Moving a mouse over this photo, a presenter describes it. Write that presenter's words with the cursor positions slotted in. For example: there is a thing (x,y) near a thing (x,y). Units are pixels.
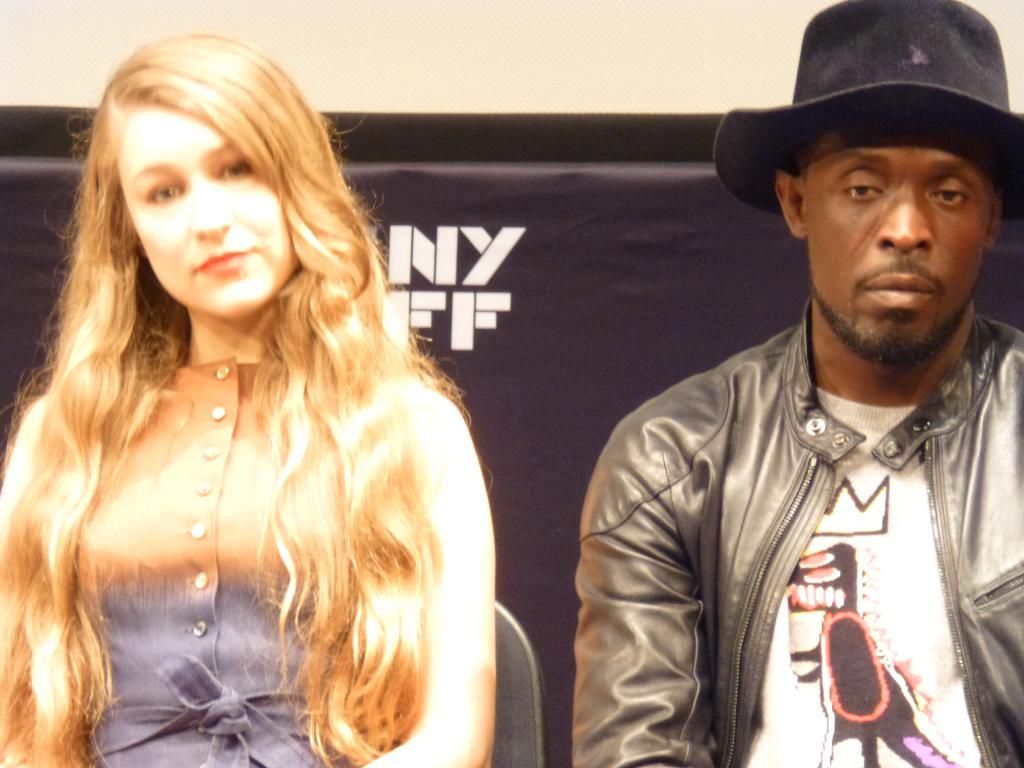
In this image I can see two persons (696,452). And in the background (505,178) it looks like a banner (624,163) or a board (638,167).
